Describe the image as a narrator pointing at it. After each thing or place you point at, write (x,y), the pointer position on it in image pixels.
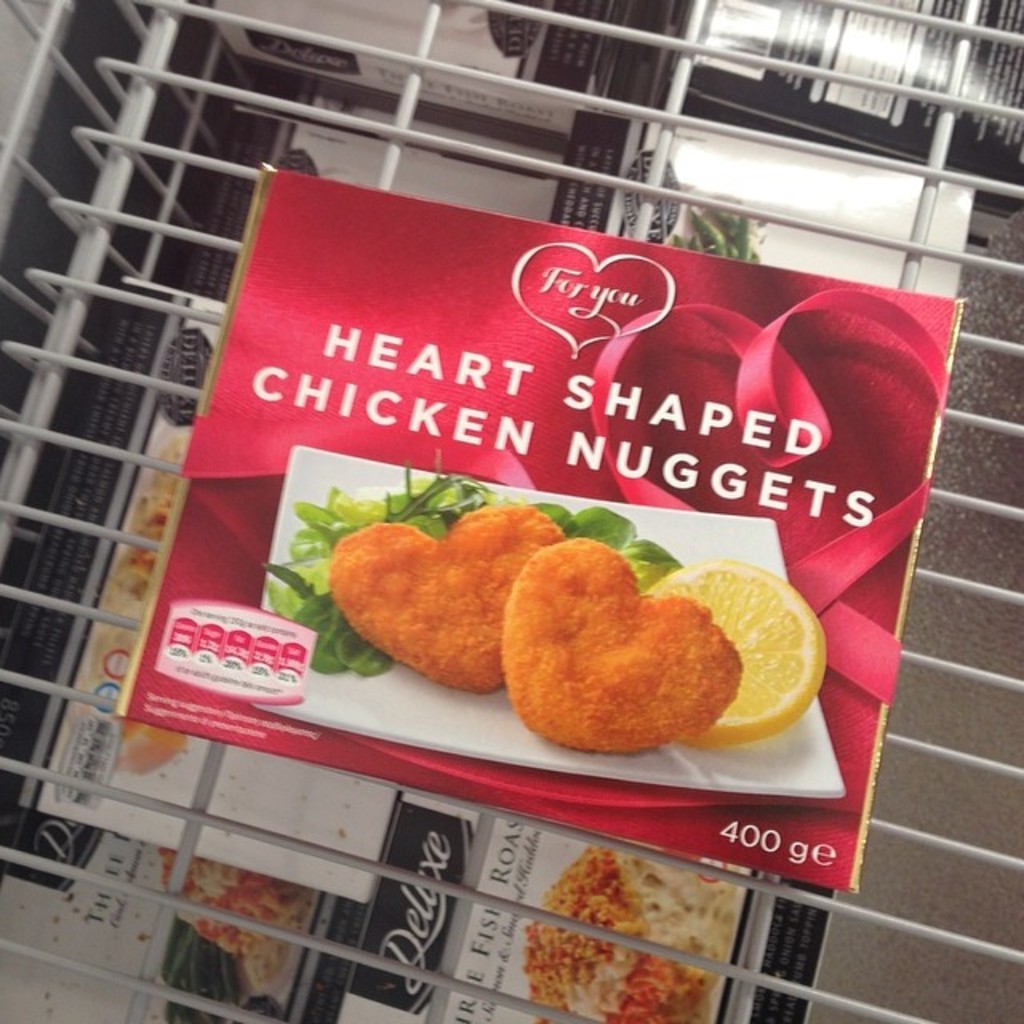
In this picture I can see few boxes (432,749) with some text (316,1021) and I can see metal grill (297,941).
